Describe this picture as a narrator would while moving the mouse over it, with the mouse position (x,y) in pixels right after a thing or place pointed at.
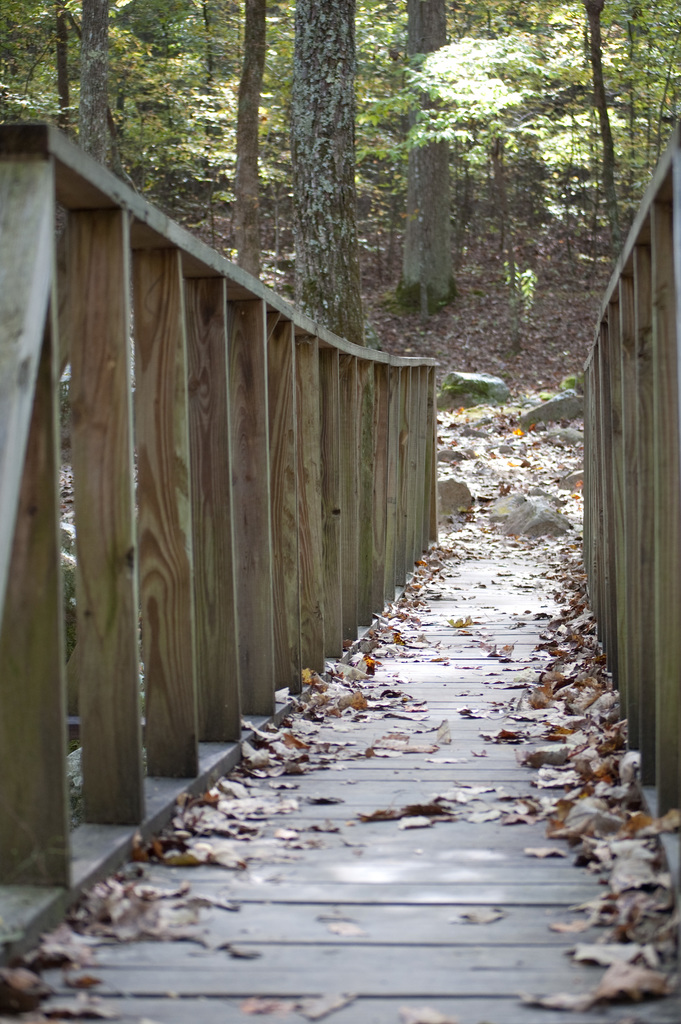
In this image, we can see a wooden bridge (382,569). There are some trees (427,87) at the top of the image (192,21).
